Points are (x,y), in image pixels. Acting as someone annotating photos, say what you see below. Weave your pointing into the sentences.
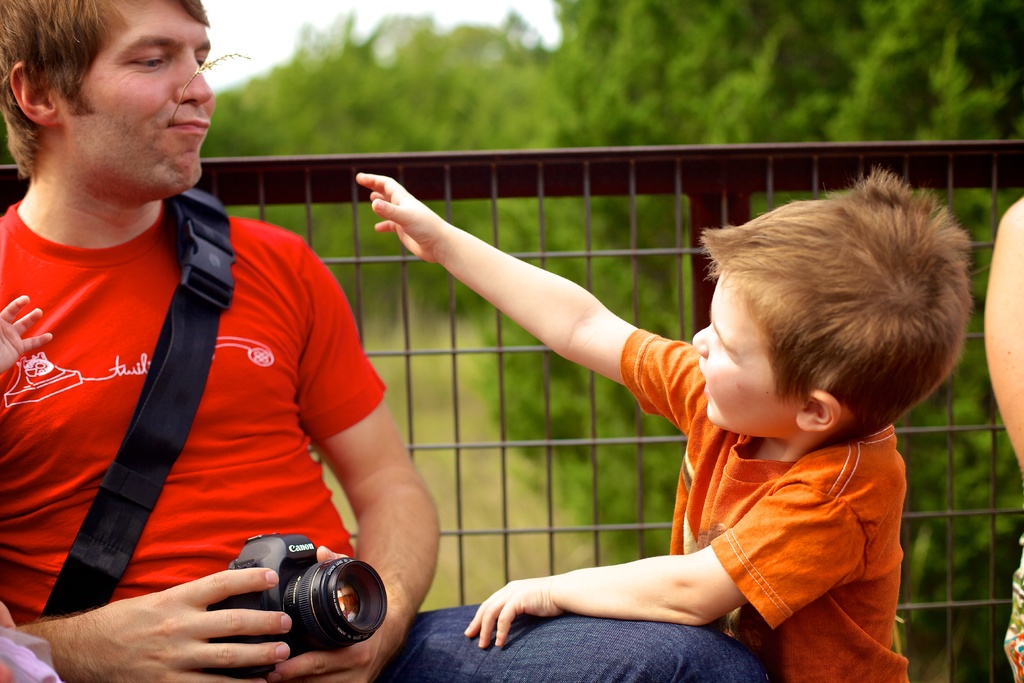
In this image, we can see few peoples (785,516). The boy (787,485) is wearing a orange color t-shirt (810,569). Left side (312,611), a man (292,517) is holding camera (318,600) on his hand (284,616). And here we can see belt (175,398) and fencing (495,369). The background (755,79), there are so many trees (655,87).
